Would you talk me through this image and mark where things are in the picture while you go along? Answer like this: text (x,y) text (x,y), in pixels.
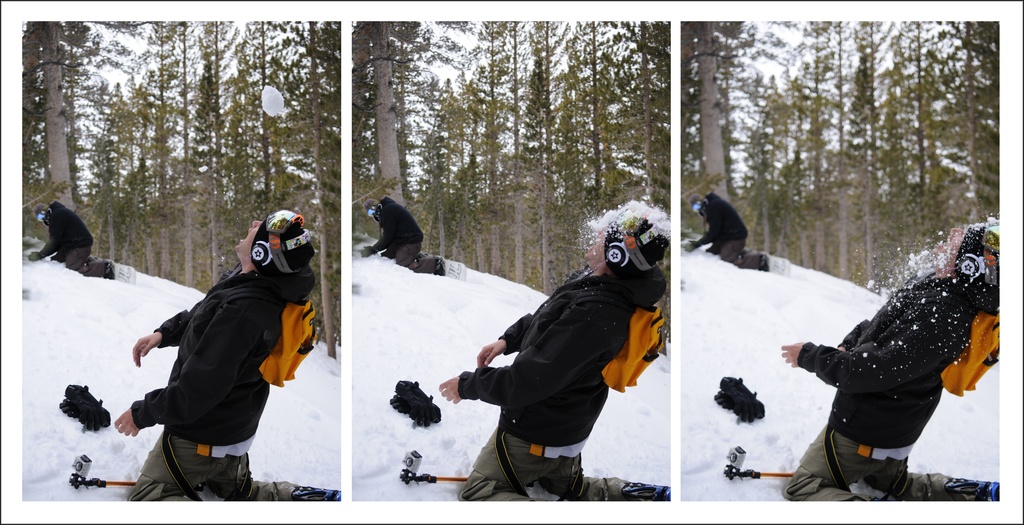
This is an image with collage. In this image we can see two people (514,397) sitting on their knees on the snow (438,302). We can also see a stick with a camera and gloves (413,397) on the snow (438,386). On the backside (589,156) we can see a group of trees (535,156) and the sky (512,134).
